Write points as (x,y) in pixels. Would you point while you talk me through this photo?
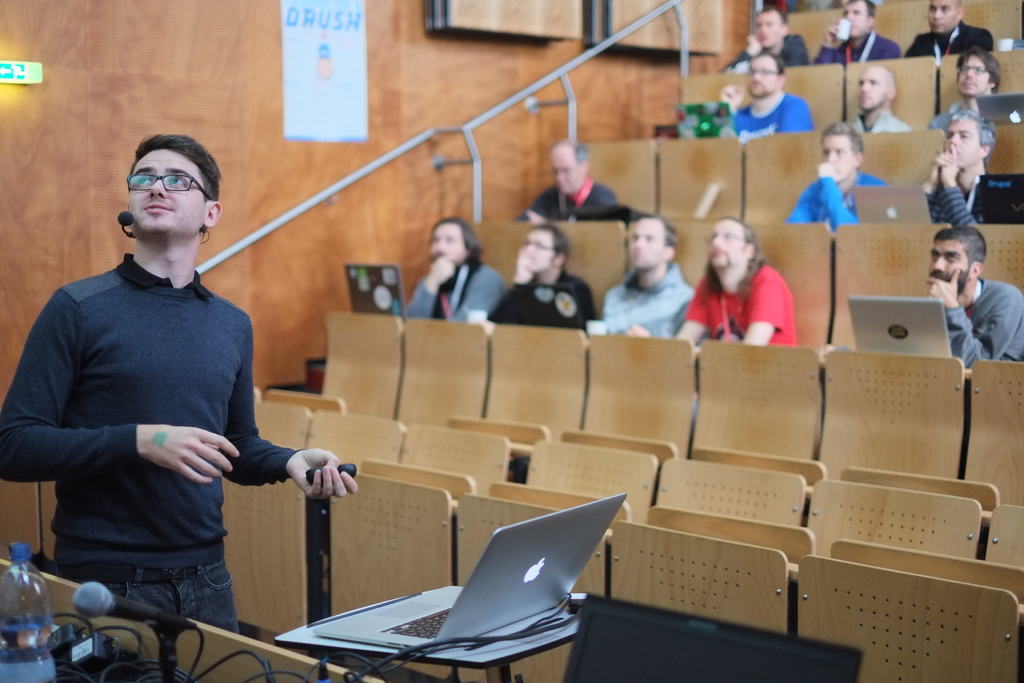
In this picture there are some people (691,314) sitting in the chairs (846,303) in front of a laptop (902,332) placed on their respective tables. There is a man (134,402) standing with a mic (124,230) in front of a laptop (460,593). In the background (288,135), we can observe a paper (316,84) stuck to the wall (240,118) here.
